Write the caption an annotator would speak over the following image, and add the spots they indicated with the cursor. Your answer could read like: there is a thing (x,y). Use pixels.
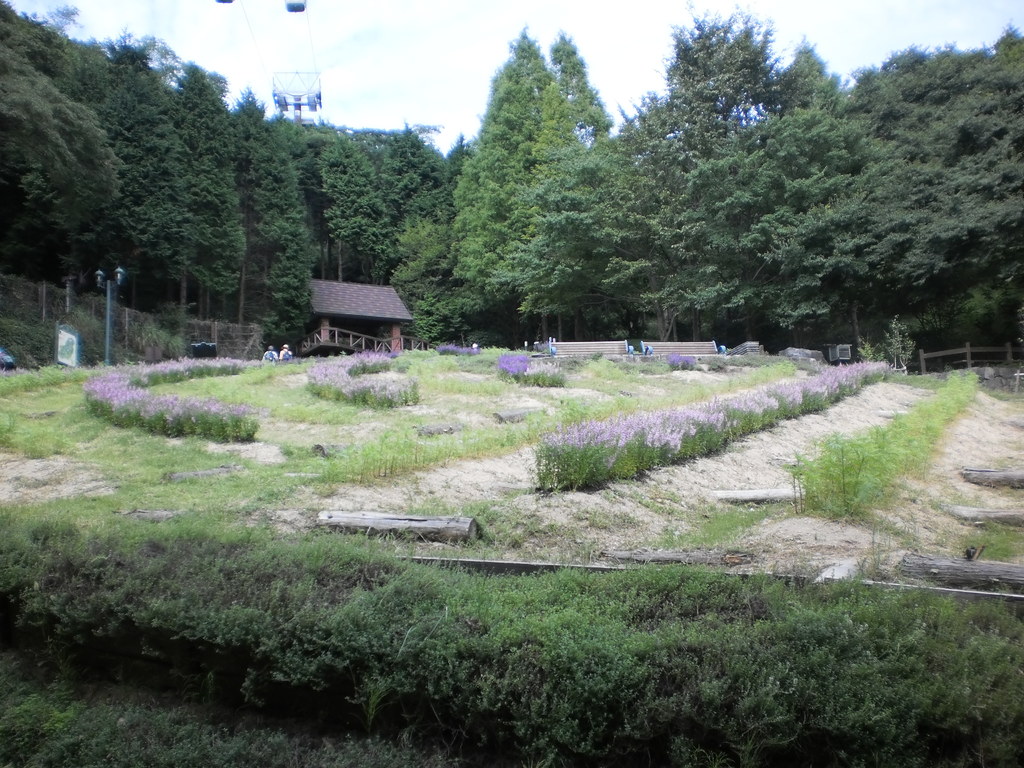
In this image I can see trees (687,216) and house (378,325). In front I can see light-pole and bench (681,347). We can see two people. The sky (361,47) is in white color. I can see wooden logs (431,530) and fencing (944,361).
